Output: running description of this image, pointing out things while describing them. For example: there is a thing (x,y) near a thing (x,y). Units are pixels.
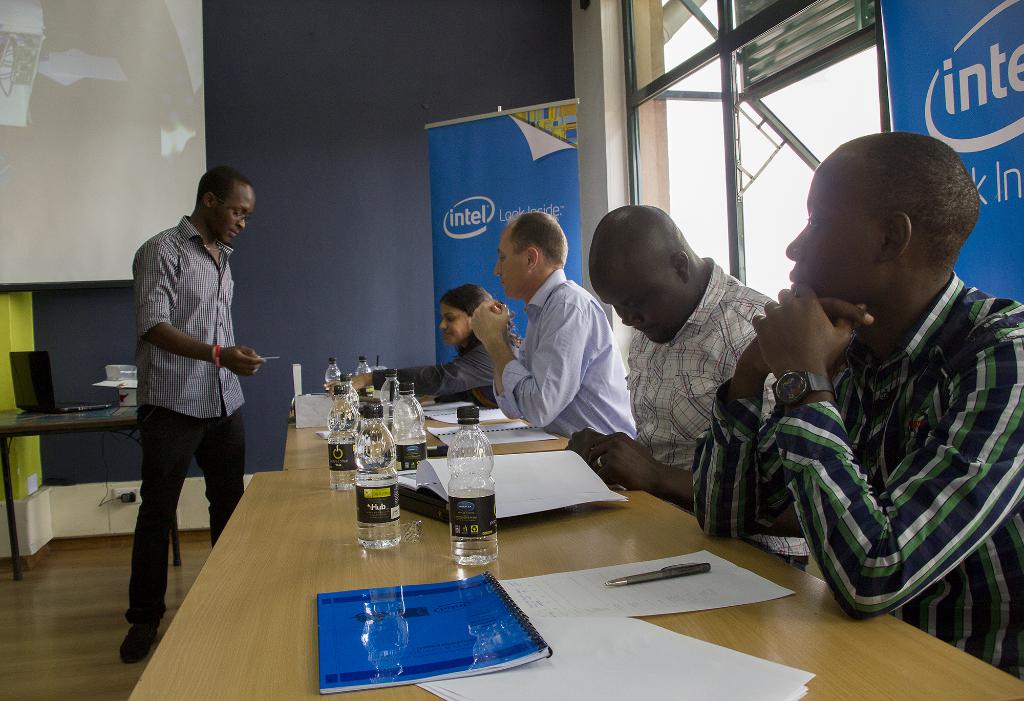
There are 4 people (649,354) sitting on the right (686,500) sitting on the chair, in front of them there is a table (304,643) on which there are few water bottles (376,455), papers (514,682), book (441,644), pen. And there is a man (192,418) standing and holding a pen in his hand (259,365). On the wall (246,401) there is a screen (129,168) in front of the screen (106,240) there is a laptop (42,385). On the right (741,105) there is a window (719,137) and hoardings (483,175).
